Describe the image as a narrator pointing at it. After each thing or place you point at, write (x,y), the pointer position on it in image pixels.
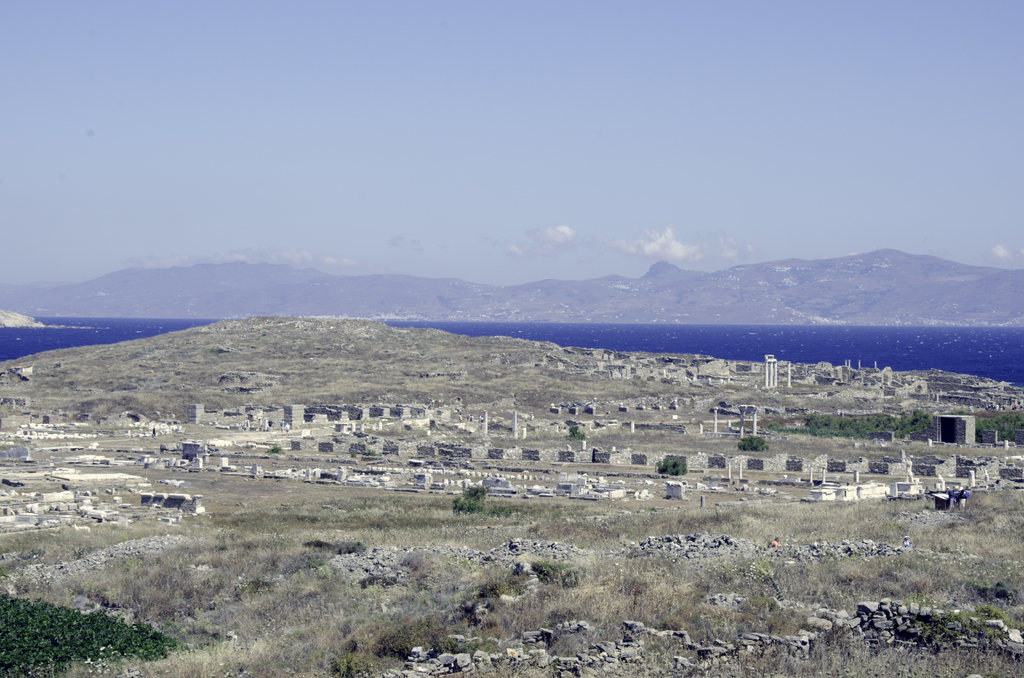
In this image I can see few dry grass (343,589), stones (829,495), poles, mountains (977,277), trees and the water (932,360). It looks like archaeological site (309,416).
